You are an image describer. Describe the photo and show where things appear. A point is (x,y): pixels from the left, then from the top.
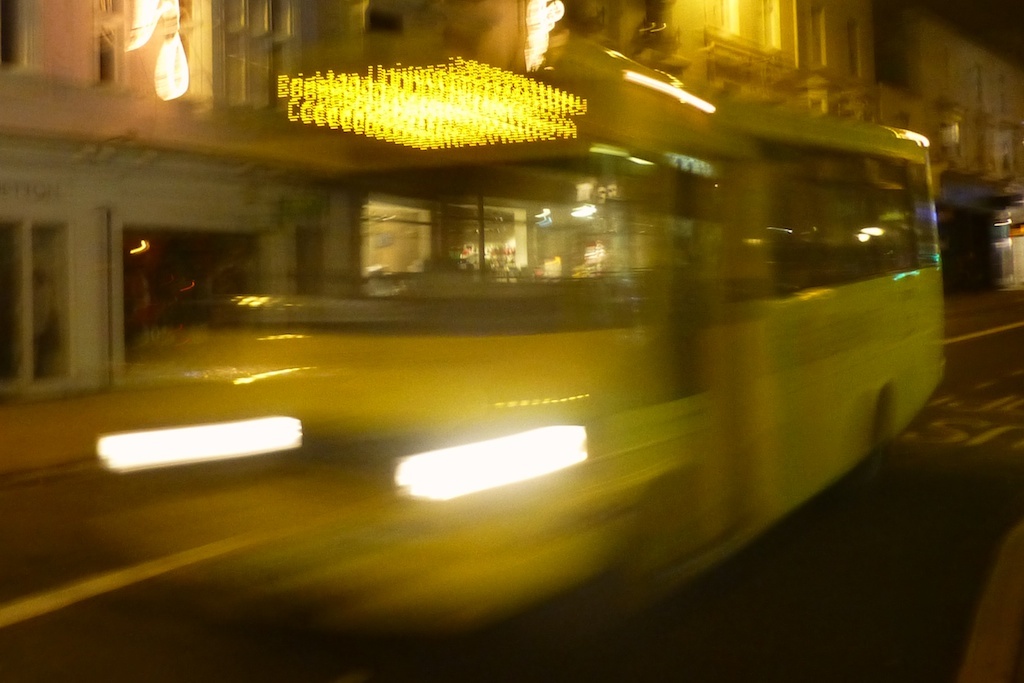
In the picture we can see a bus (908,214) on the road (1008,448) which is yellow in color and some part of the bus (607,123) is shaded and behind the bus (751,415) we can see some buildings (10,204) with windows (43,323) and lights (490,118) to it.
